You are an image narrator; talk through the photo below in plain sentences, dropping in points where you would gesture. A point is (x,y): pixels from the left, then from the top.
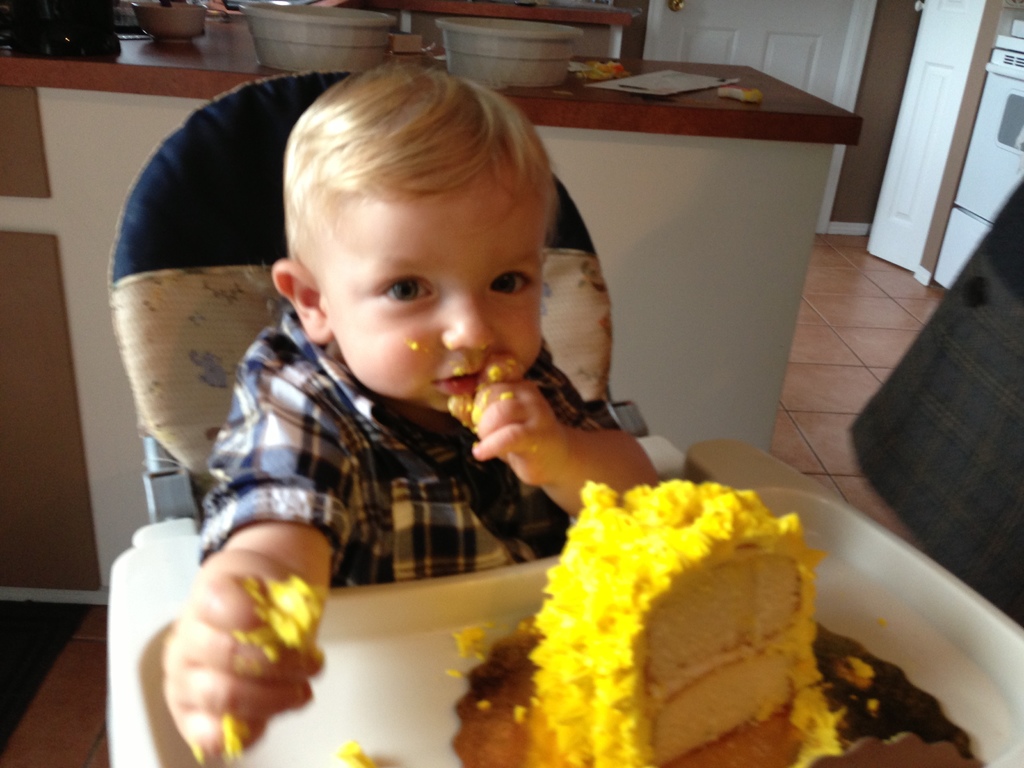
In this picture I can see a baby (299,365) in blue shirt (260,472) sitting on a chair (220,406) and I can also see a cake (806,567) in a plate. I can see baby's one hand (237,553) is near the cake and another one is near his mouth (460,393). In the background (716,108) I can see a counter top (76,58) and two containers (254,47) on it and also I can see door (747,59).
